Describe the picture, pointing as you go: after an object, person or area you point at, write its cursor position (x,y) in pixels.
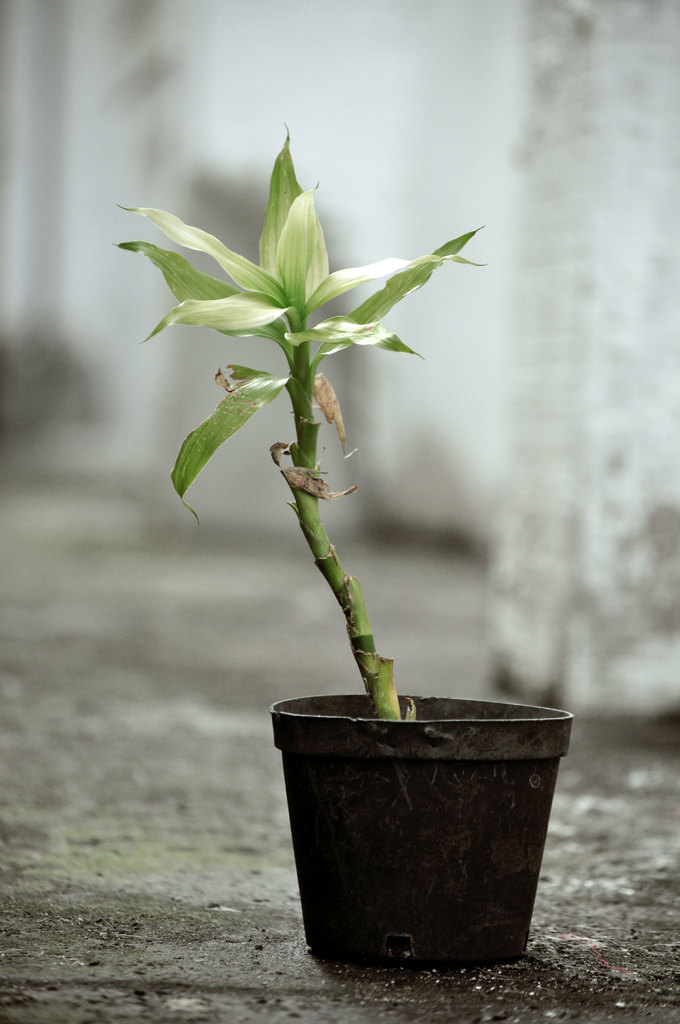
In this image there is a flower pot (457,913) on the ground (649,847).
